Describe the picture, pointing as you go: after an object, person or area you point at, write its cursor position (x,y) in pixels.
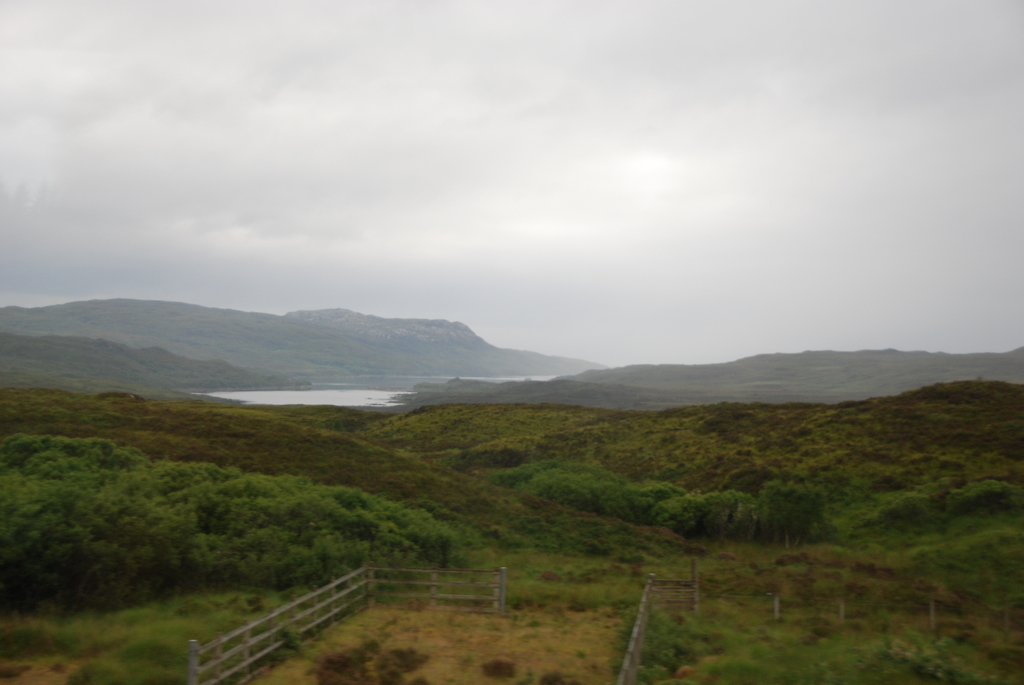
In this picture I can see trees (460,550) and a fence (191,663) and I can see water (264,402) and hills (295,332) and a cloudy sky (501,153).
